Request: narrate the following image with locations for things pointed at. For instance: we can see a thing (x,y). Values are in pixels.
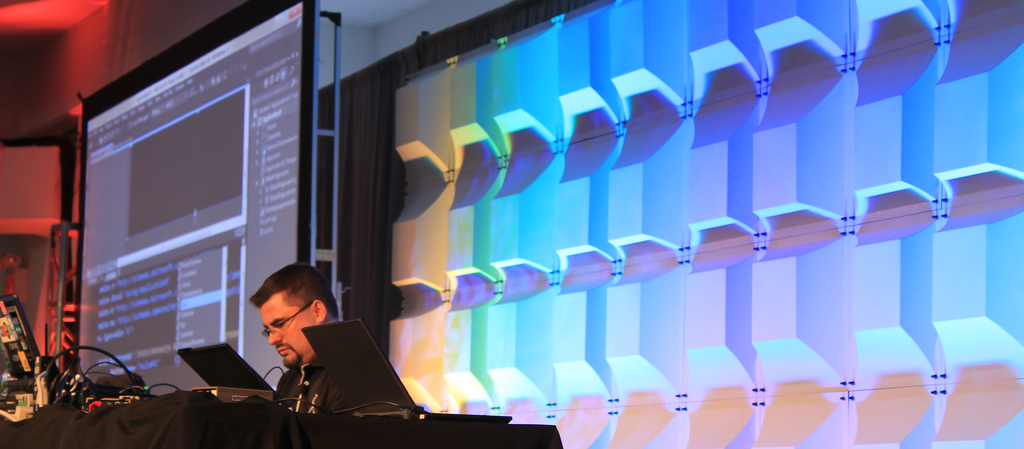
In this picture there is a person (295,378) wearing black dress (307,391) is sitting and there is a table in front of him which has few laptops (224,378) and some other objects (267,392) on it and there are few lightnings (634,255) behind him and there is a projected image (199,194) in the left corner (168,228).
